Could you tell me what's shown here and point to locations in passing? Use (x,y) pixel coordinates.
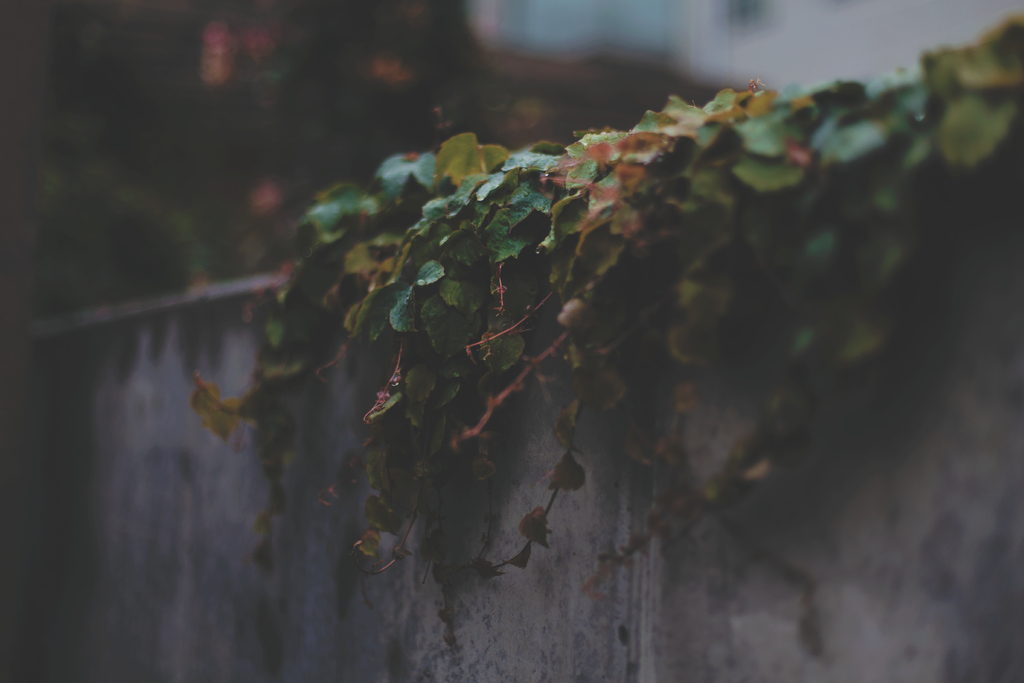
In this image we can see creeper plants (545,268) on the wall (342,451) and a blurry background (868,8).
